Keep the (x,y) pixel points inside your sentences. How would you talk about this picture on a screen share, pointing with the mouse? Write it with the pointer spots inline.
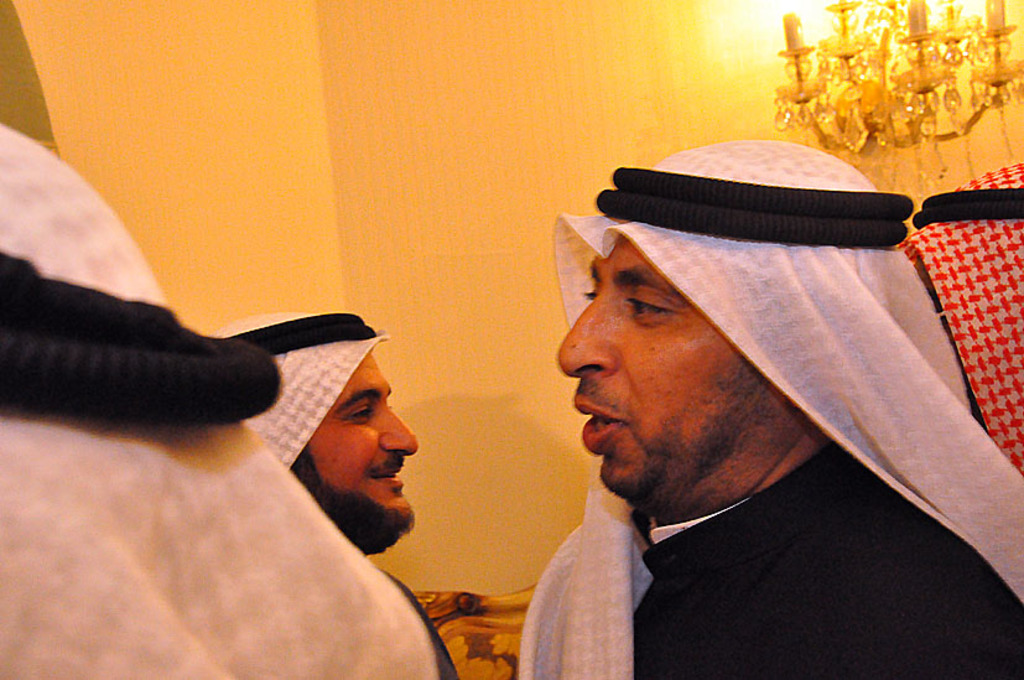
In this picture there is a man (778,528) with black dress (758,553) is talking and there are three people (309,433). At the back (447,598) it looks like a chair (454,623). At the top (938,100) there is a chandelier (943,73).
